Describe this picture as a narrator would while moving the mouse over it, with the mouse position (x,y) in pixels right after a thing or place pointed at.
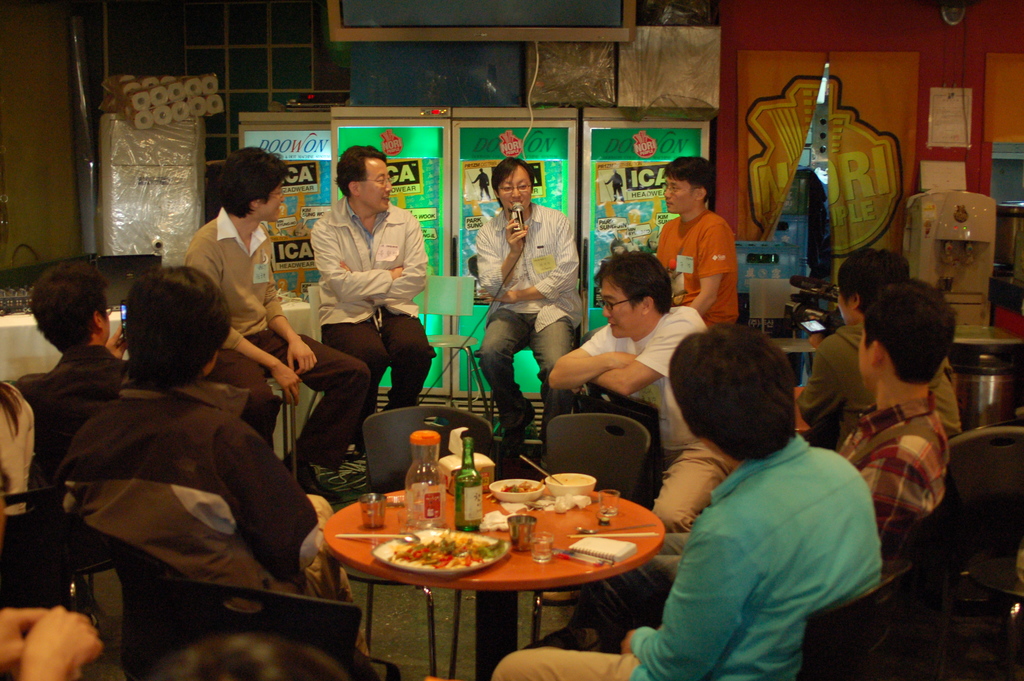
In this image there are group of people (186,451) sitting in chair (995,568) and in table (438,580) there is food (408,552), plate (391,553), spoon (416,544), glass (379,498), bottle (460,503), bowl (571,485), chopsticks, book (595,556), pen (560,550) and in the back ground (500,134) there are hoardings (487,201), paper rolls (189,95), a curtain (834,178) and the bucket (967,348).
